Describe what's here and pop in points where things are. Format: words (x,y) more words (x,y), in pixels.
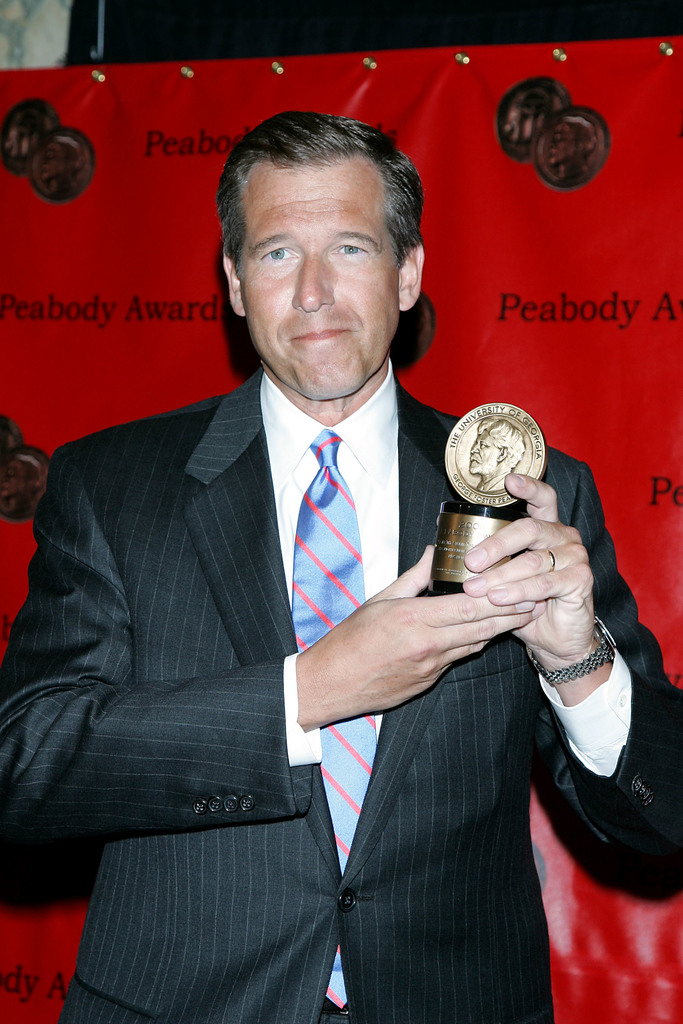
Here I can see a man (201,705) wearing black color jacket (210,664), standing, holding trophy (475,502) in the hands (442,629), smiling and giving pose for the picture. At the back of this man (342,528) I can see a red color banner (135,266) on which I can see some text (103,311).
